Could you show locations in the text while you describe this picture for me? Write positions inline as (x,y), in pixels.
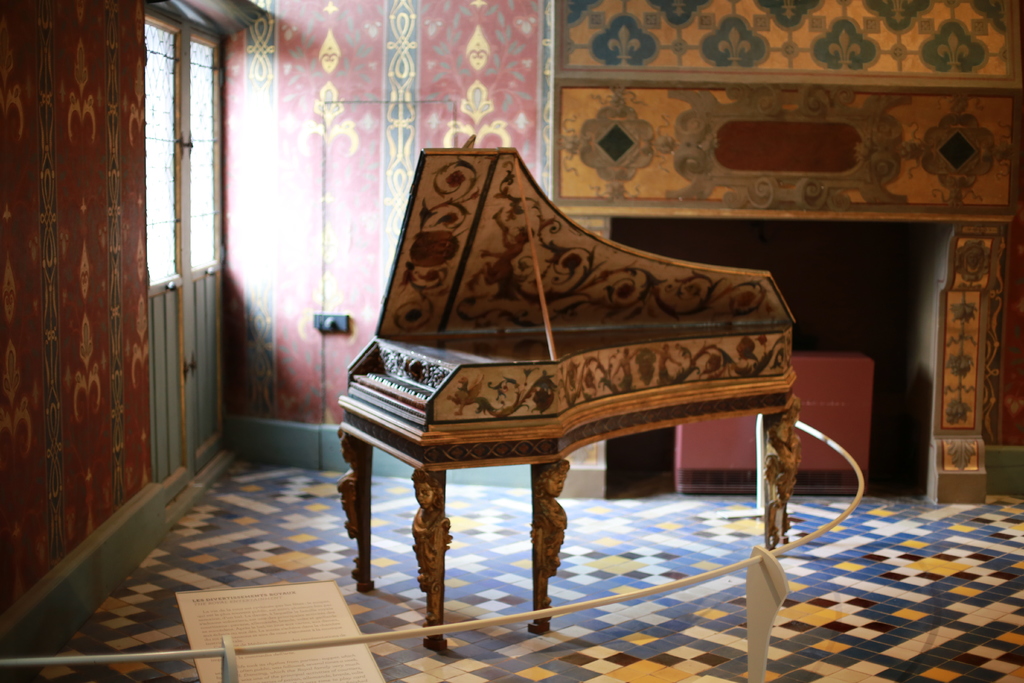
This is a piano board (450,424) on the floor (520,566) behind it there is a door (209,185) and wall (454,78).
